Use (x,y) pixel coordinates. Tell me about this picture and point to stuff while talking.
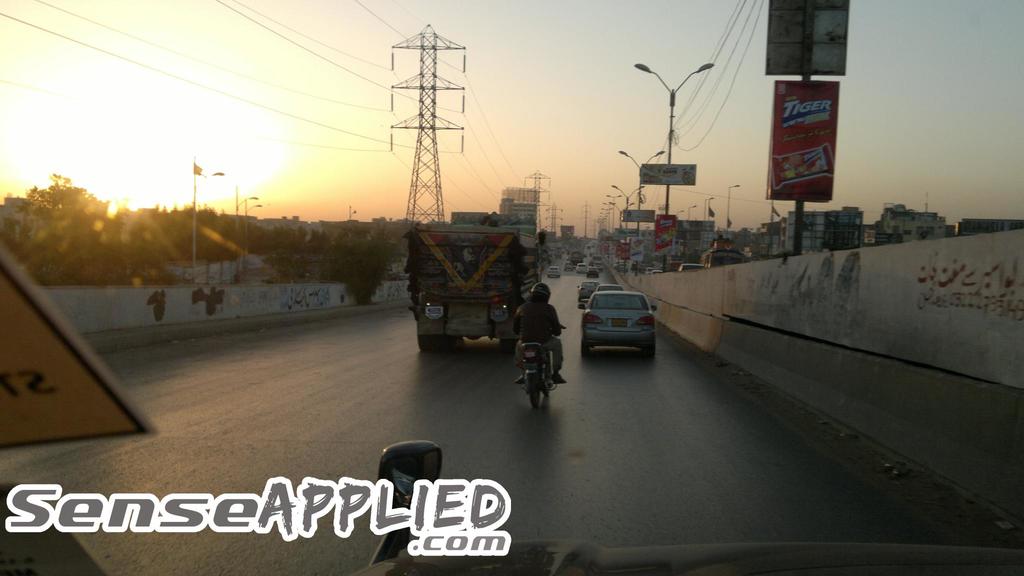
In this image I can see few vehicles (414,271) on the road (561,399). I can see few buildings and poles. There are few towers (426,185). On the left side (202,244) I can see few trees (110,272). I can see the sky (319,108). At the bottom (359,511) there is some text (333,502) on the image.
